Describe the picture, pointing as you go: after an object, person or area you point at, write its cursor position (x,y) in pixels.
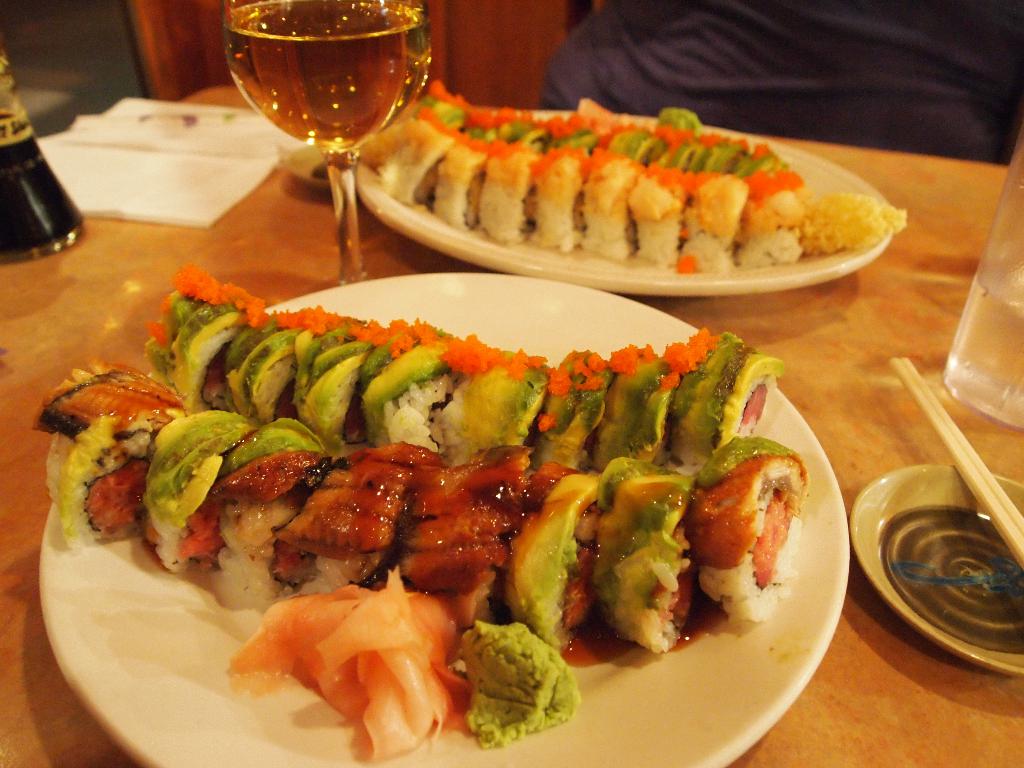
In this image, there is a table (827,348) which is in yellow color, on that table (795,362) there are some white color plates (522,338) in that there are some food items (563,468), there is a glass (349,229) which contain wine (327,77), there is a person (691,97) sitting on the chair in the background (781,52).
